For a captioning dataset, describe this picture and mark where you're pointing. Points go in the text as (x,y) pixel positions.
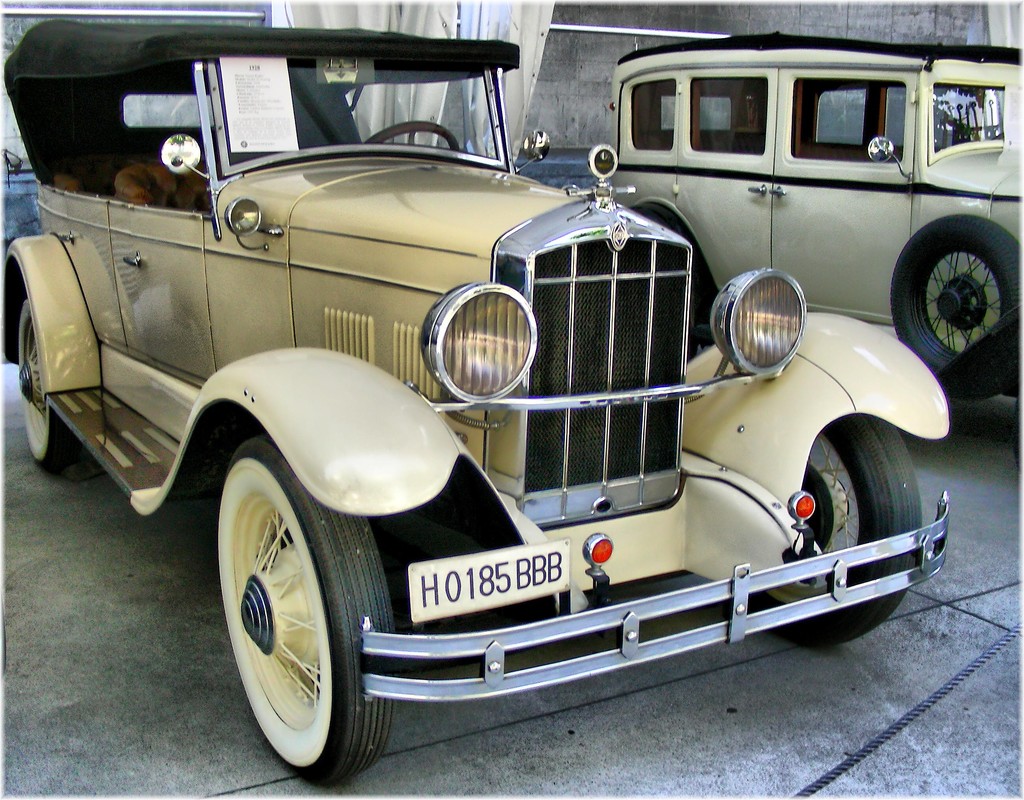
In this image I can see two vehicles (665,345) on the ground (674,681). In the background (796,12) there is a wall (734,24) and also I can see few curtains (492,26) to a metal rod (590,26).
